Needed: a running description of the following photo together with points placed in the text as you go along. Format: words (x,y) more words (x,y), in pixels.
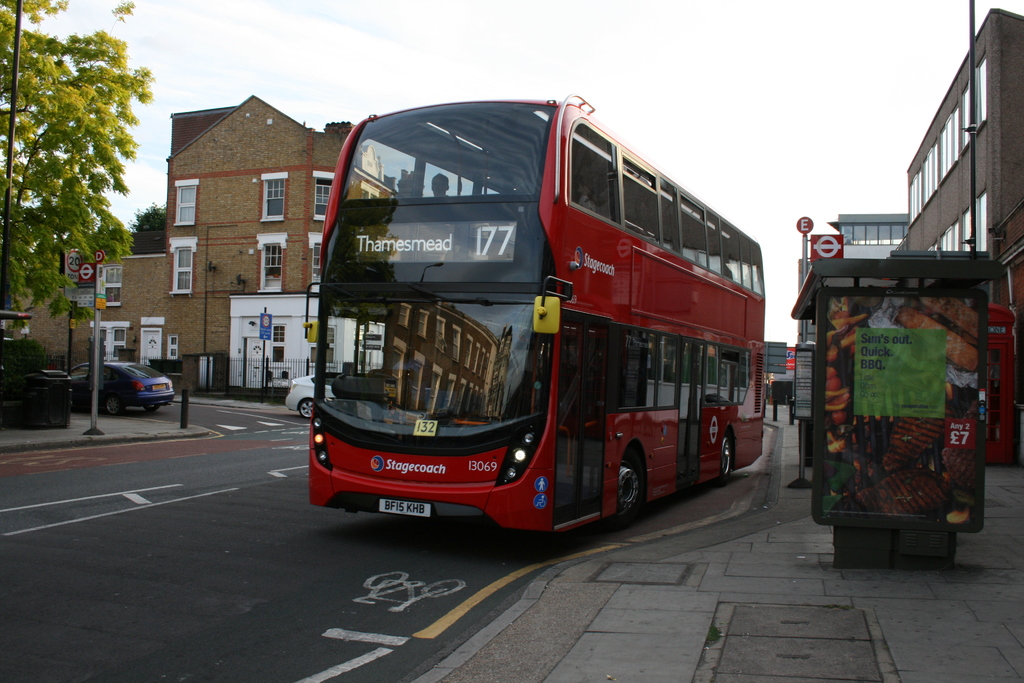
In this image I can see a bus (638,313) which is red, black and yellow in color on the road (385,524). I can see few other vehicles (305,398) on the road (251,426), the sidewalk (695,640), few metal poles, few sign boards (76,297) and a tree (58,54). In the background (1002,152) I can see few buildings (990,145), few trees (157,214), few windows (184,260) of the buildings (980,158) and the sky (724,160).
